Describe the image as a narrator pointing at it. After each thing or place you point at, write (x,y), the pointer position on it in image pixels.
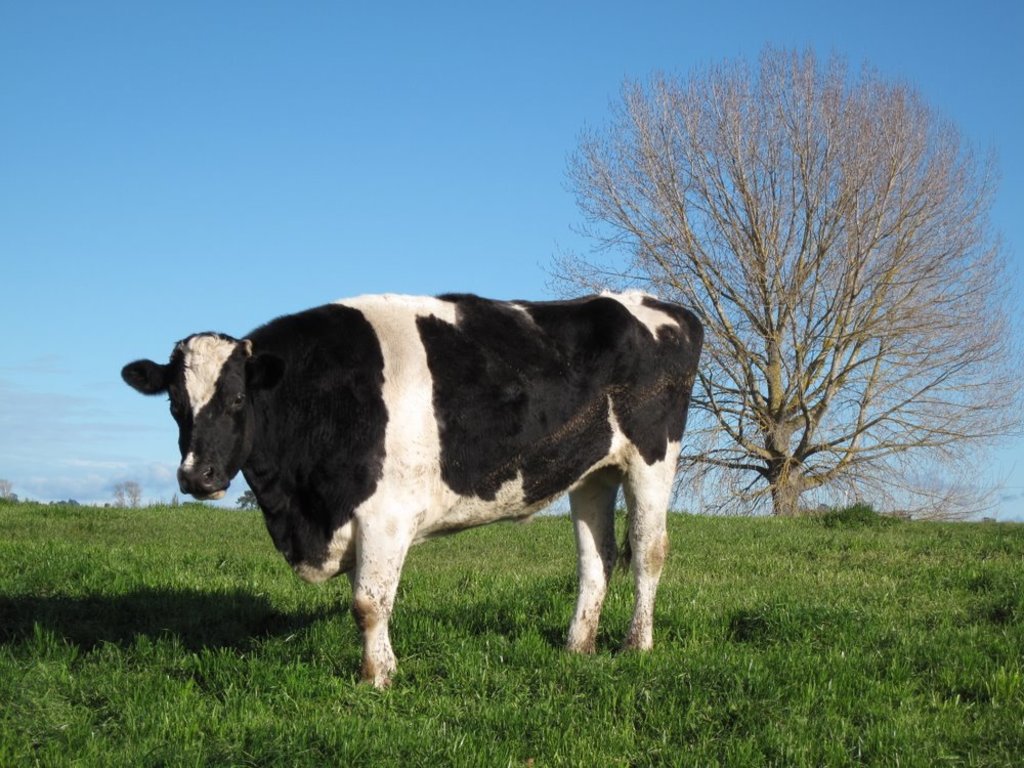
In this image there is a cow (519,443) on the surface (519,683) of the grass (736,671) and there is a tree (774,272). In the background (306,203) there is the sky (85,256).
